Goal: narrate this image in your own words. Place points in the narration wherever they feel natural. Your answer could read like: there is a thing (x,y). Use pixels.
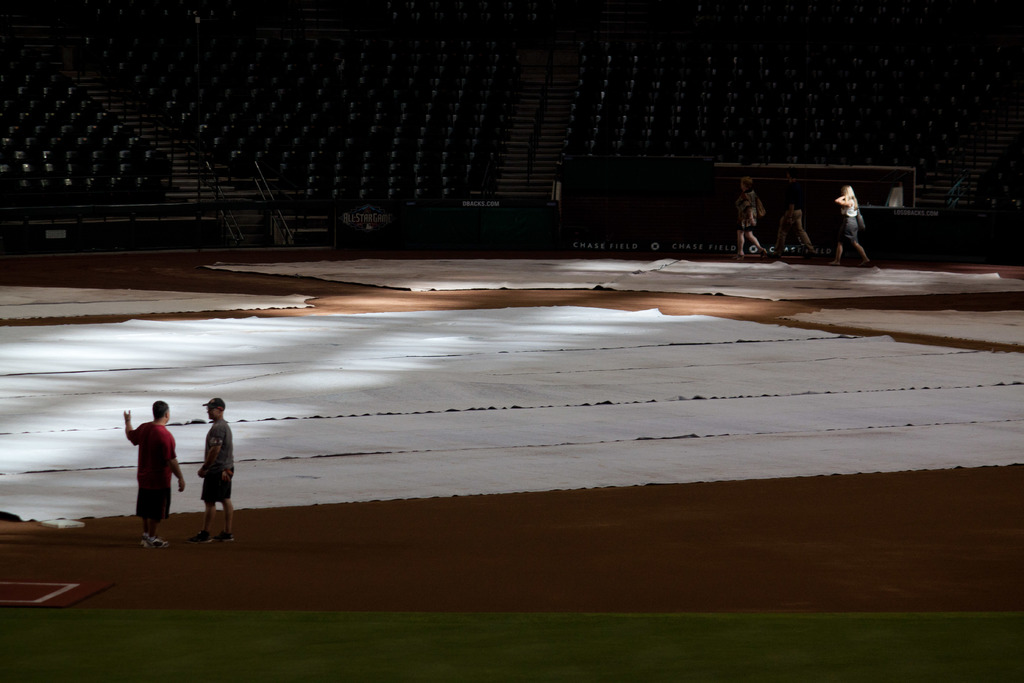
In this image in the center (427,262) there are persons (214,469) standing, there are mats (418,370) on the ground (604,305). In the background (779,240) there are persons (756,240) walking, there are boards (445,217) with some text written on it, there are steps (209,190) and there are empty seats (783,117). In the front (361,638) there's grass (475,662) on the ground (305,646).
